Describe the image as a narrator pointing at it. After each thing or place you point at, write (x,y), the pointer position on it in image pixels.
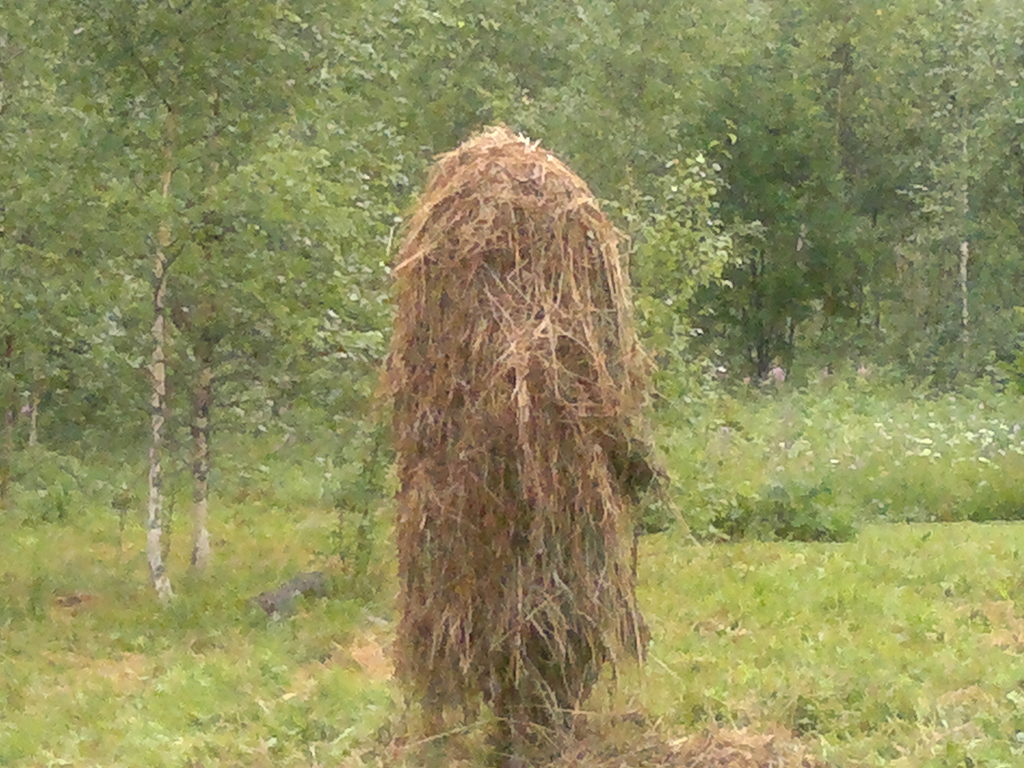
In the center of the image (418,450) there is dry grass (436,457). In the background of the image (241,90) there are trees (637,182). At the bottom of the image (187,633) there is grass (123,749).
